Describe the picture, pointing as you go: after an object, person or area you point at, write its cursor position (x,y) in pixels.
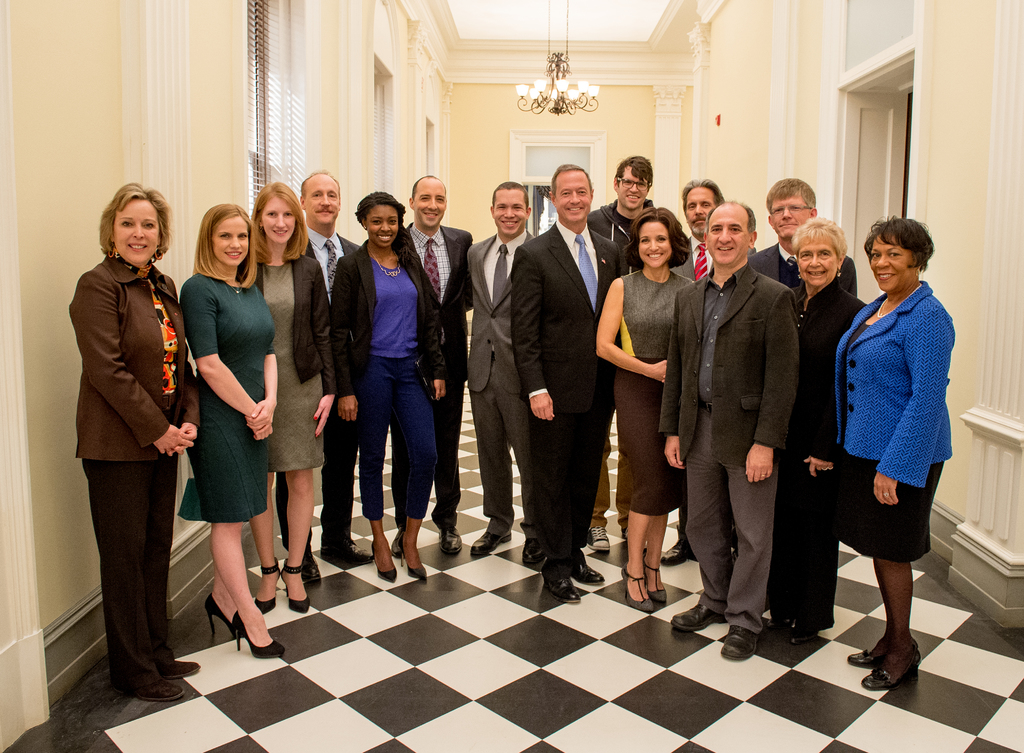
In this picture we can see a group of people (252,626) standing on the ground (390,531) and in the background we can see a wall (18,228).
